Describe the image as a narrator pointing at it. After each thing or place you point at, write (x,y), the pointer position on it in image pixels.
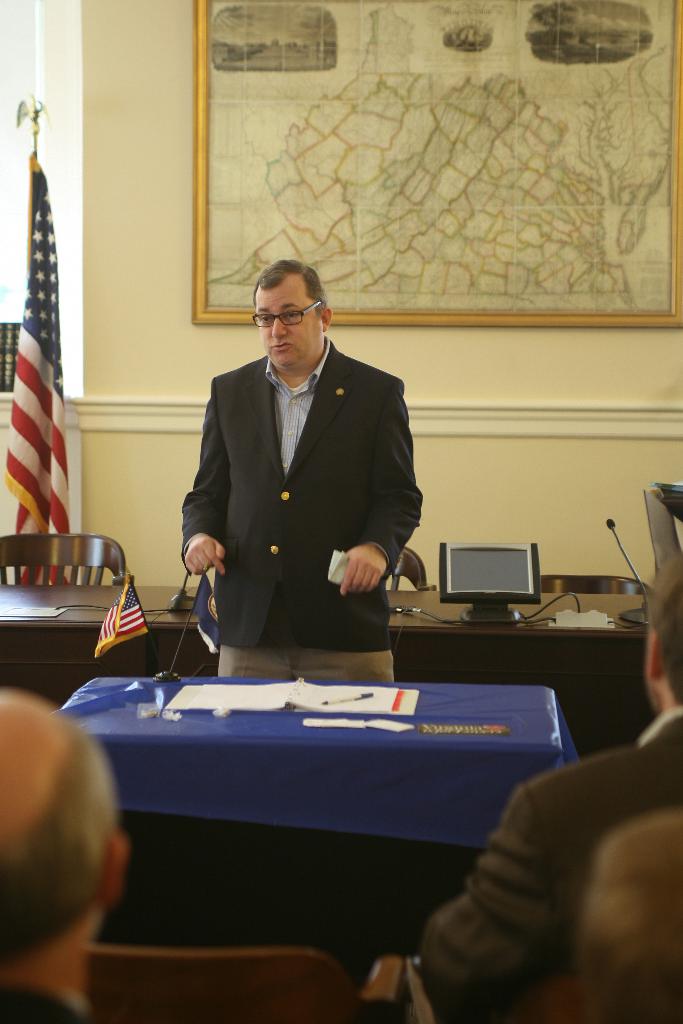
This image consist of a man (221,379) standing in the front (305,610) and wearing a black suit (284,589). In front of him, there is a table (278,798) covered with blue cover (187,756) on which there are books (267,698). To the left (39,486), there is a flag (38,480). In the background (159,223), there is a wall (108,199) on which a frame (381,280) is fixed. at the bottom (580,848) there are people (65,920) sitting.
